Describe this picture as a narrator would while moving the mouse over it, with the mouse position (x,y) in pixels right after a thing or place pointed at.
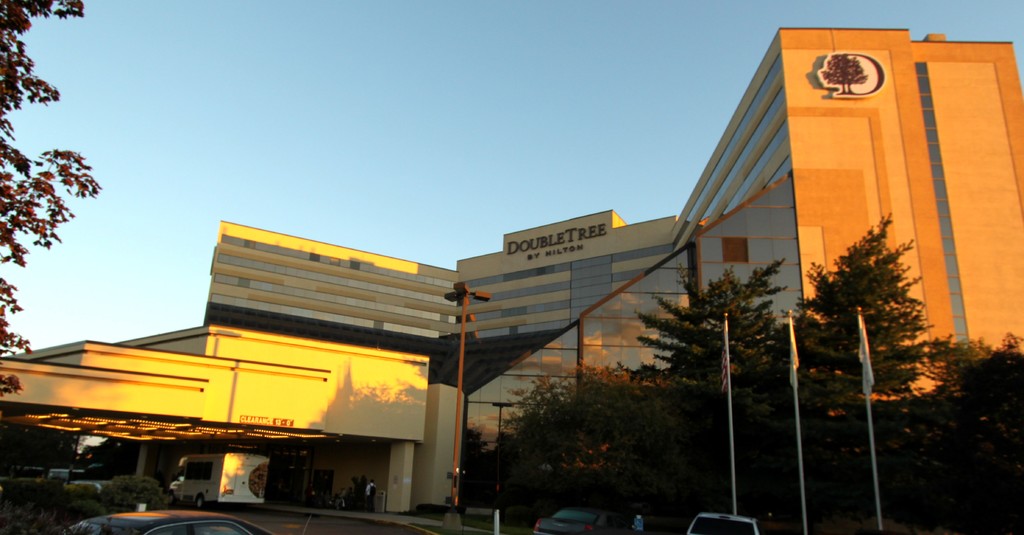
In the foreground of this picture (655,383), there is a building (284,417), trees (676,436), vehicles (194,525) and poles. On the top (425,80), there is the sky (437,145).
